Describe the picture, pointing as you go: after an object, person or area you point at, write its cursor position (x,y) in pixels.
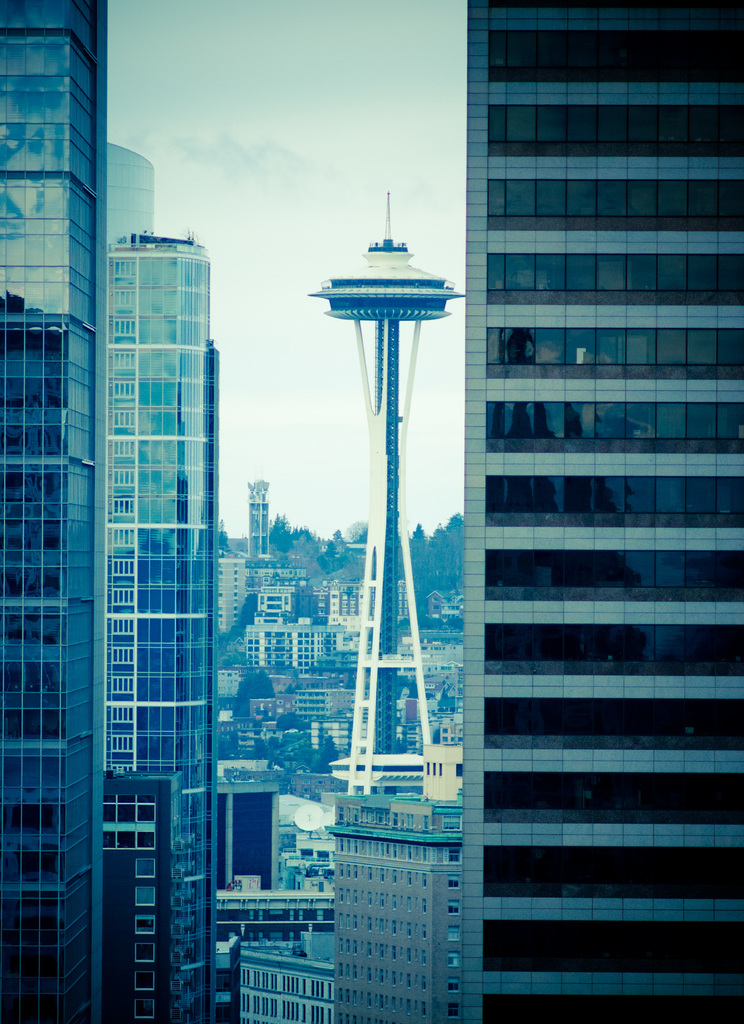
In this image there are buildings (472,808). In the center (404,535) there is a tower (393,612). In the background (428,530) there are trees (302,535) and sky (268,350).
